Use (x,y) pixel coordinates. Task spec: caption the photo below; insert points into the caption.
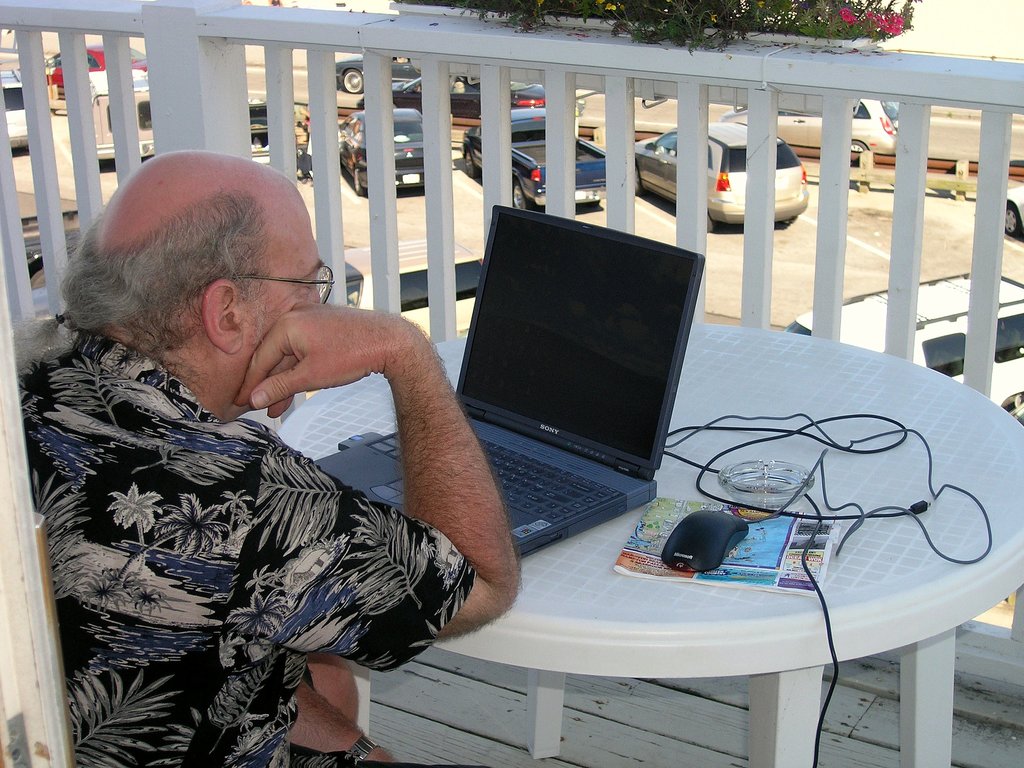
In the foreground of this image (210,475), there is a man (213,520) sitting in front of a table (581,601) on which a laptop (603,503), mouse (692,521), paper (727,561) and a bowl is placed. In the background (744,53), there is a railing (830,53), few plants (803,18) and behind it, there are few vehicles (396,94) parked in a parking lot (941,250).
